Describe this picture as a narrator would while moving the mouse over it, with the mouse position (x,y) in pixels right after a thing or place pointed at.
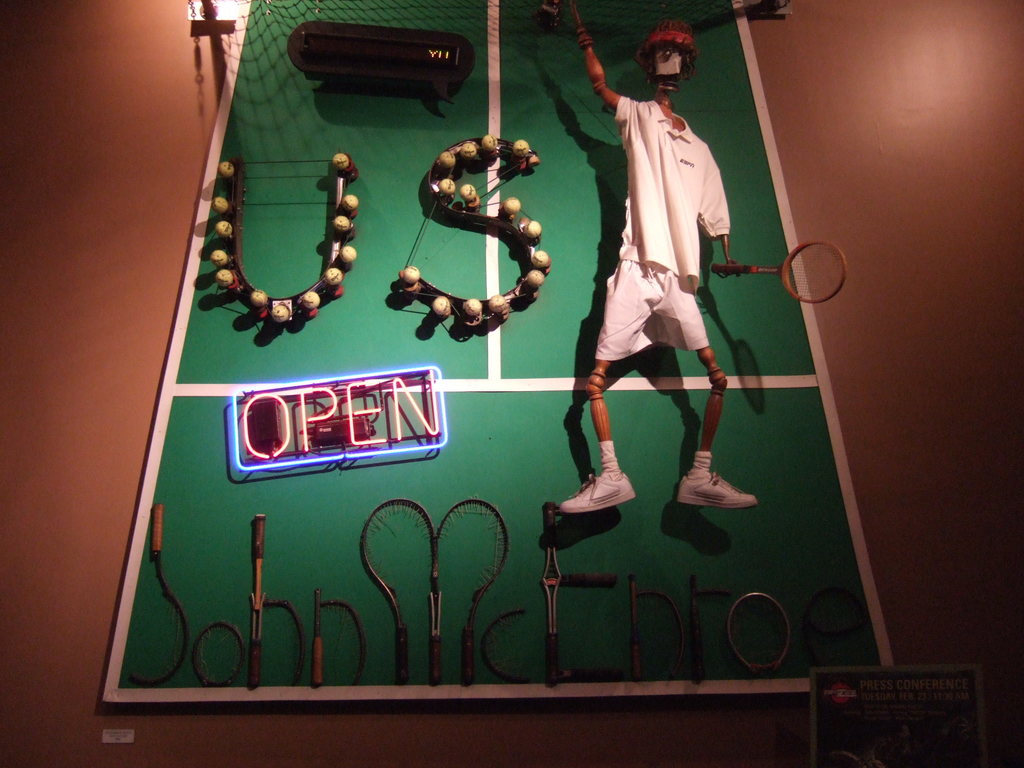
This is a depiction of a tennis court (702,240) with a player (695,214) holding racket (782,273). On it ¨US OPEN¨ is written. Below something is written bending the tennis rackets (438,552). This is the wall (130,331).
